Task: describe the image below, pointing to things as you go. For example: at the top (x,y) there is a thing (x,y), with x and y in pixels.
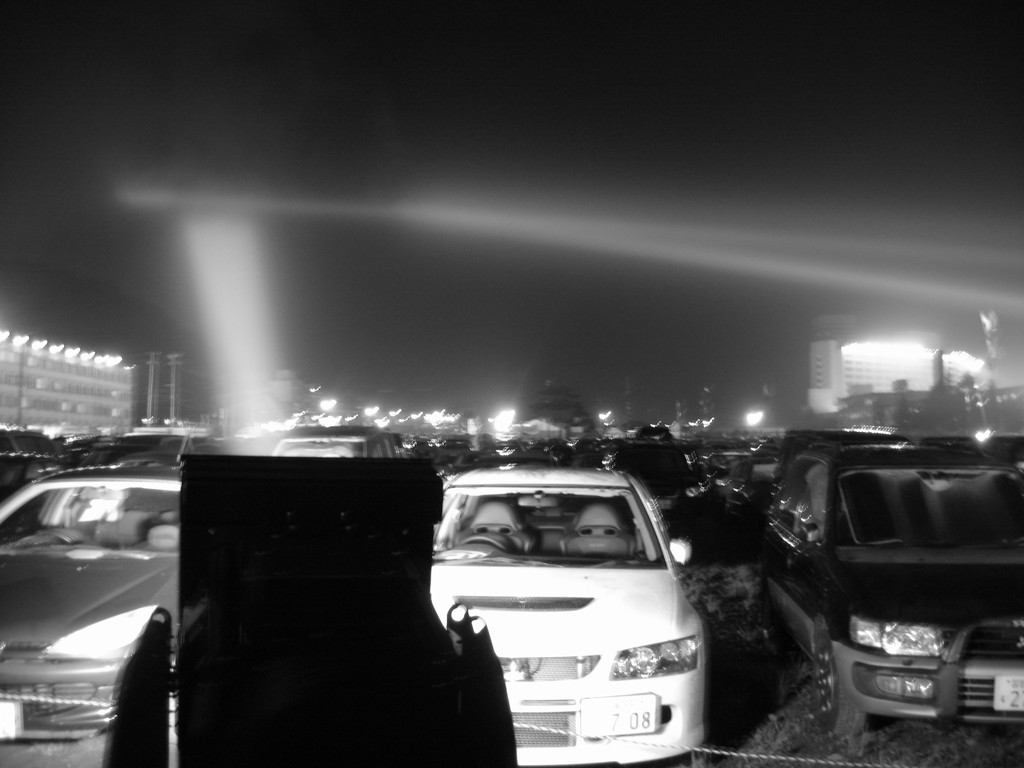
Here these are the cars (659,587) in the parking lot (696,547), at the top (595,178) it's a dark night sky (531,128).
